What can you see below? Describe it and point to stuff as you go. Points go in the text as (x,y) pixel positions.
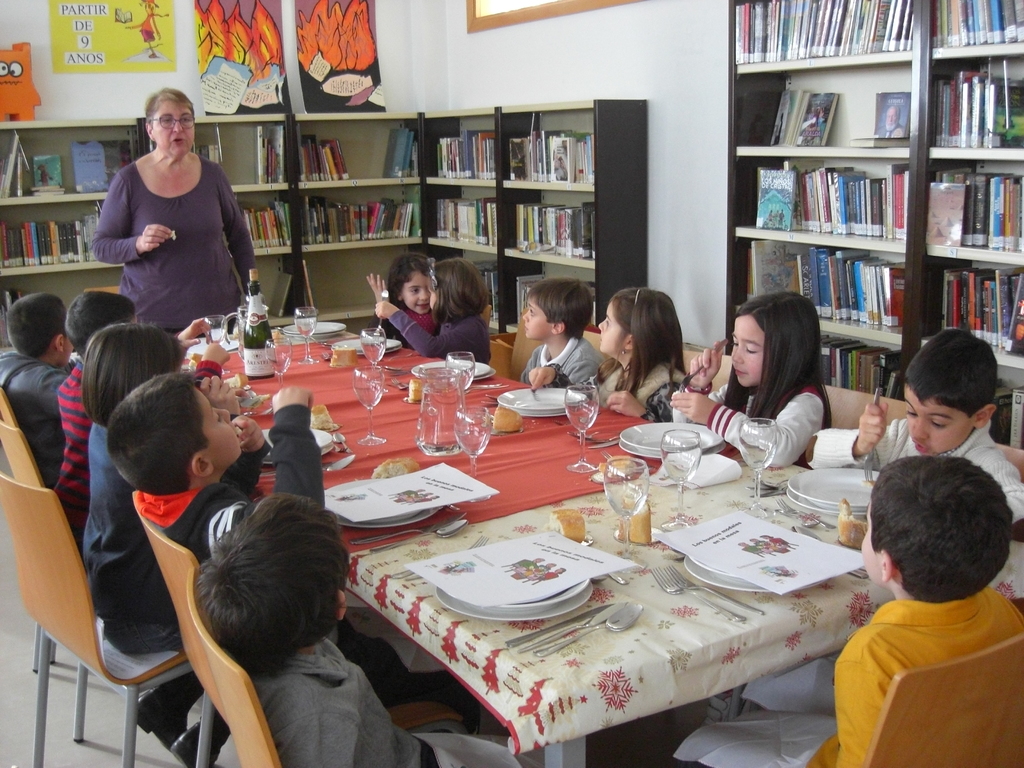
We can see girls (670,353) and boys (328,582) sitting on chairs (42,689) in front of a table (680,607) and on the table (639,653) we can see plates (582,596), papers (751,563), glasses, spoons (604,626) and forks (399,384), bottle (262,334) and also a jar (435,382). Here we can see a woman (167,159) is standing in front of a table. We can see posters (67,51) over a wall (537,49). We can see a racks (582,189) where books (980,117) are arranged in a sequence manner.
